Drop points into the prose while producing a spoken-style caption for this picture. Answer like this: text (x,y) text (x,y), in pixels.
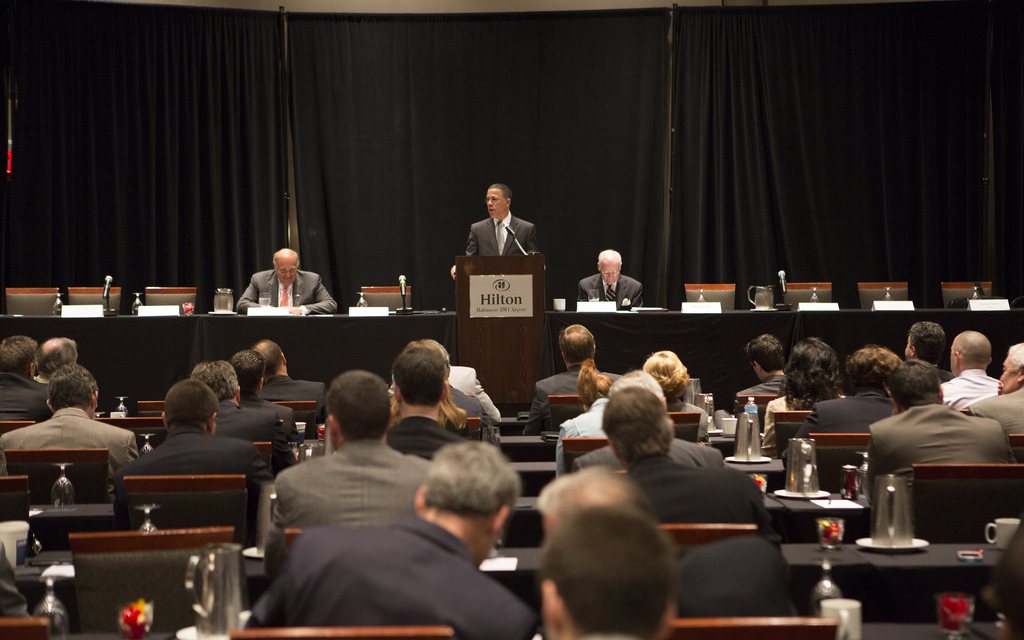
Most of the persons (422,504) are sitting on a chair (130,543). Far there is a table (548,328), on this table (163,326) there is a mic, glass (140,304), jar (761,300) and cup (558,302). In-front of this person (487,239) there is a podium (494,295). This is black curtain (560,131).
